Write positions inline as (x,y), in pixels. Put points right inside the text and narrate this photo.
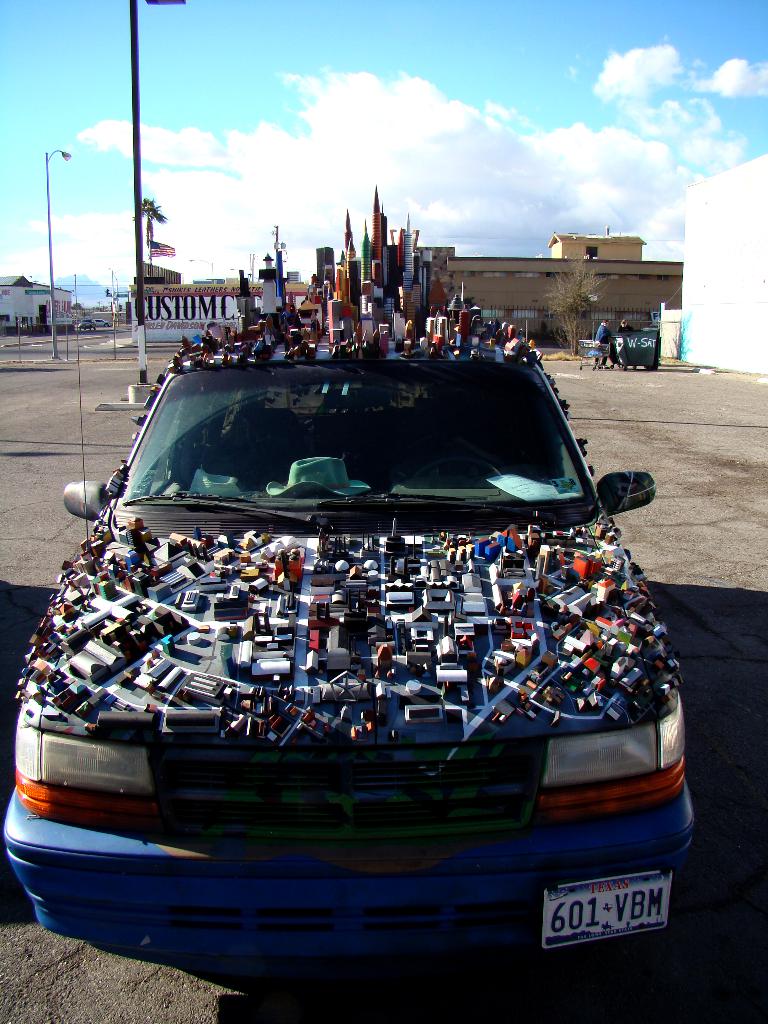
In this picture we can see a car (446,788) in the front (440,801), in the background (652,288) there is a building (655,298), we can see a tree (582,298) here, on the left side (48,220) there is a pole (140,254) and a light (48,220), we can see the sky (430,55) at the top of the picture (442,53), there is a person (599,334) standing here, we can see some things (397,326) present on the car (430,730).
